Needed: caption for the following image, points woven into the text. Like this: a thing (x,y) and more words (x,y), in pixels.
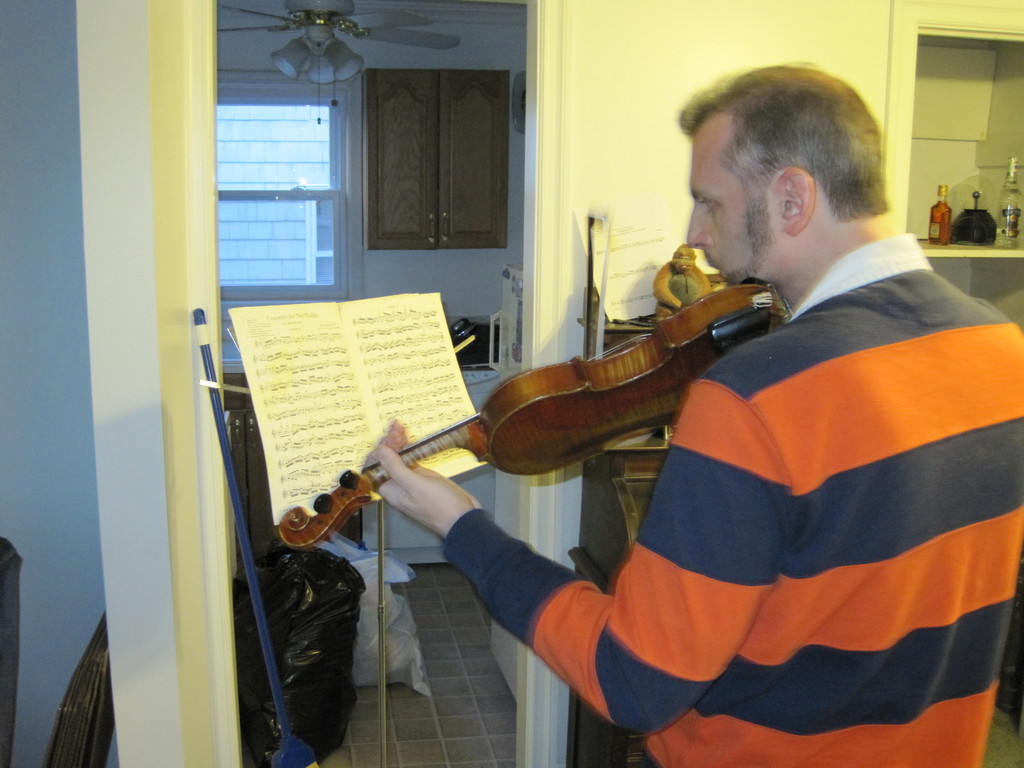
The picture is taken in a closed room (566,516) where one person (666,518) is playing violin (614,403) in front of him there is one book (338,388) and in front him there is one room (301,225) where one fan (325,67) and lights (322,79) are present and one window (341,189) and shelves (421,207) are present, some plastic bags (377,616) are placed on floor (395,701) and one floor mop (312,754) is present, behind the person (900,396) there are shelves (914,209) and some bottles (1019,215) in it and one table (599,547) is there.
